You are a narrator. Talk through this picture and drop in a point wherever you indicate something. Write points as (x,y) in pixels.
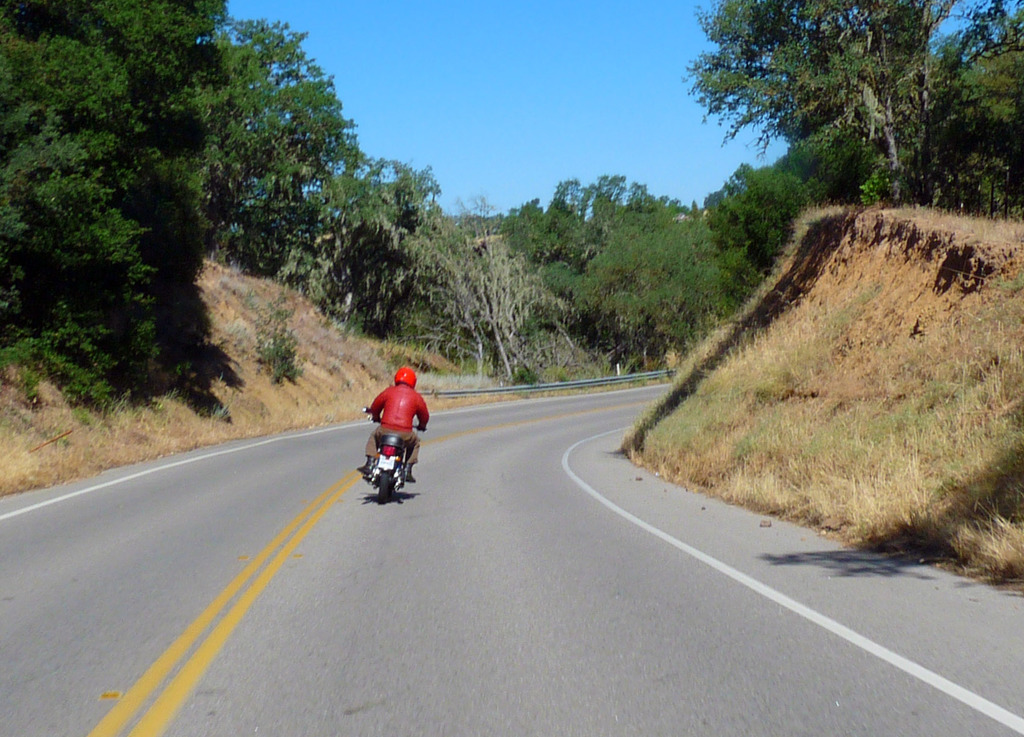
In this image there is a person (412,421) riding a bike (407,450) on the road (436,563). In the background (339,205) there are trees (430,264), grass (1014,355) and the sky (532,96).
